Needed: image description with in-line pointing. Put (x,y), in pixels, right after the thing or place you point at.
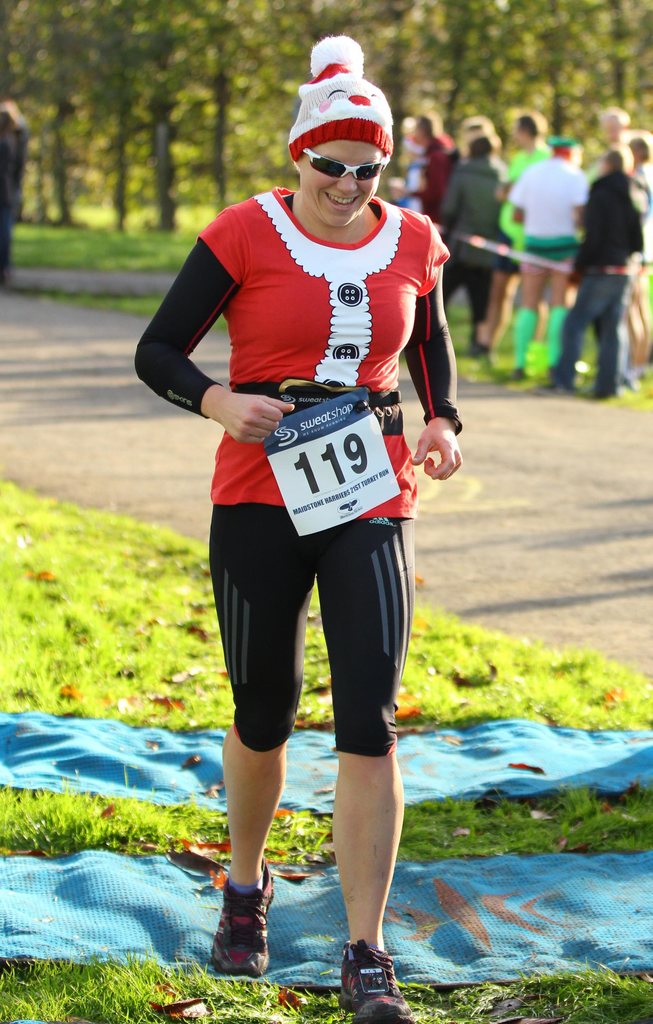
In this image in the center (347,420) there is one person (316,495) who is running and she is wearing some costume (271,251), and at the bottom (71,951) there is grass (60,810) and some clothes (510,797) and there are some dry leaves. In the background (558,203) there are group of people (495,257) standing, and there are trees (206,166) and in the center (433,504) there is a walkway (422,487).
